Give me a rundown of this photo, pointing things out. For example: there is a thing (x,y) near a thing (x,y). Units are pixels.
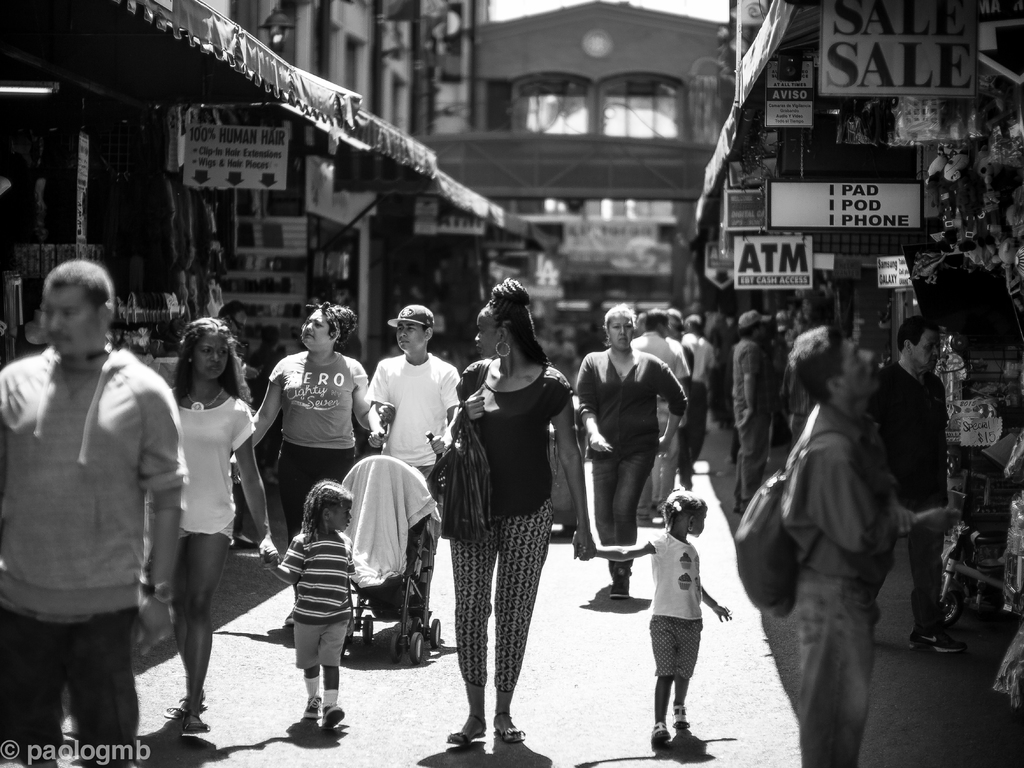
This is a black and white image. In the center of the image (450,411) we can see persons (509,446) walking on the road (461,683). On the right side of the image (1019,302) we can see boards (812,253), persons (797,432) and shops (762,189). In the background (526,147) we can see arch (569,139) and sky (703,1). On the left side of the image (140,20) we can see persons (195,337), boards (203,181) and shops (152,240).
